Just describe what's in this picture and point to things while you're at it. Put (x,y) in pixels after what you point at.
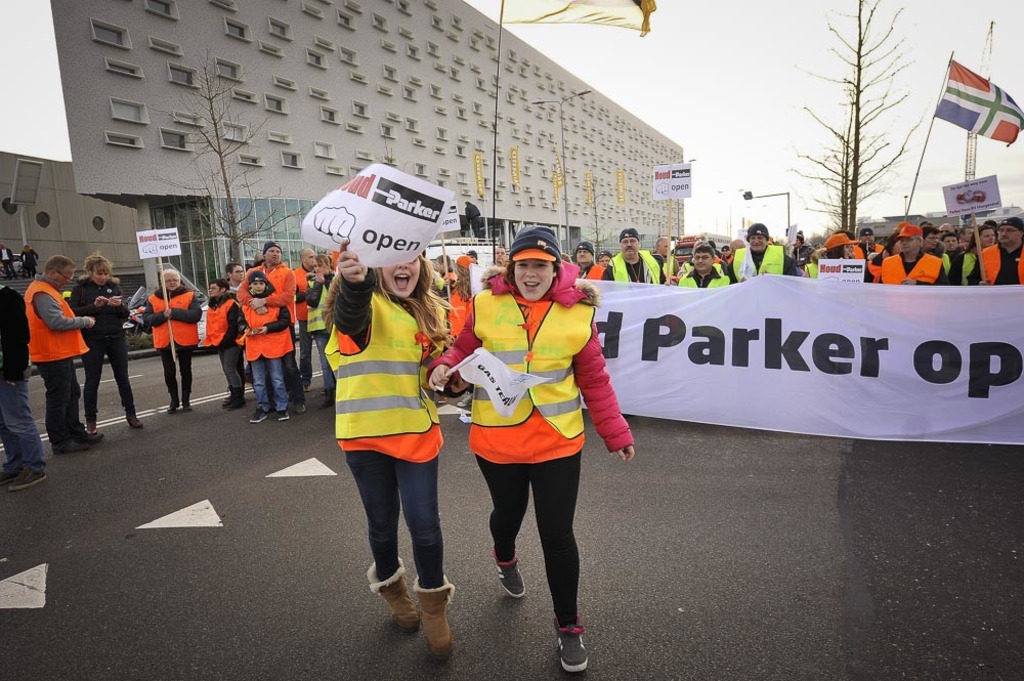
In this picture we can see there are groups of people (400,317) on the road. Some people (365,313) holding placards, flags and a banner (693,291). Behind the people (499,291) there are trees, a building (248,171), poles (755,193) and the sky (706,104).
